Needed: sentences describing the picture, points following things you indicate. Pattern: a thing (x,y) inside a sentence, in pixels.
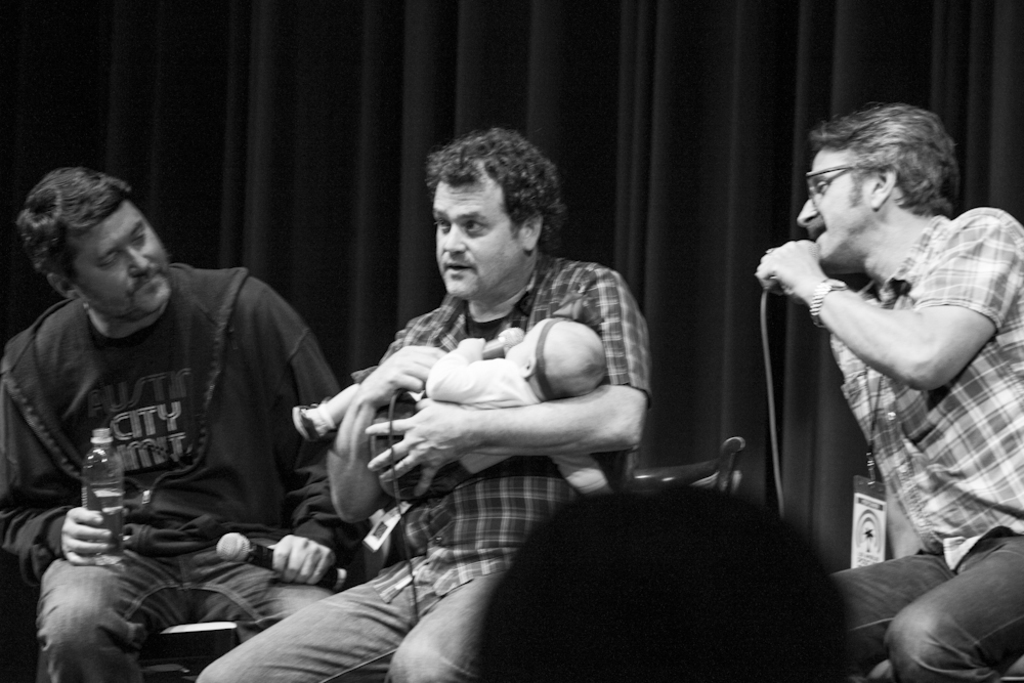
In this image In the middle (465,438) there is a man (455,460) he wears check shirt (447,534) and trouser (341,603) he holds a child (487,390). On the right (907,344) there is a man (900,374) he wears checked shirt (946,516), trouser (935,587) and watch (813,303) he is speaking. On the left (144,447) there is a man (148,442) he wears jacket (208,413), t shirt (174,398) and trouser (103,608). In the background (660,137) there is a curtain (519,110).
